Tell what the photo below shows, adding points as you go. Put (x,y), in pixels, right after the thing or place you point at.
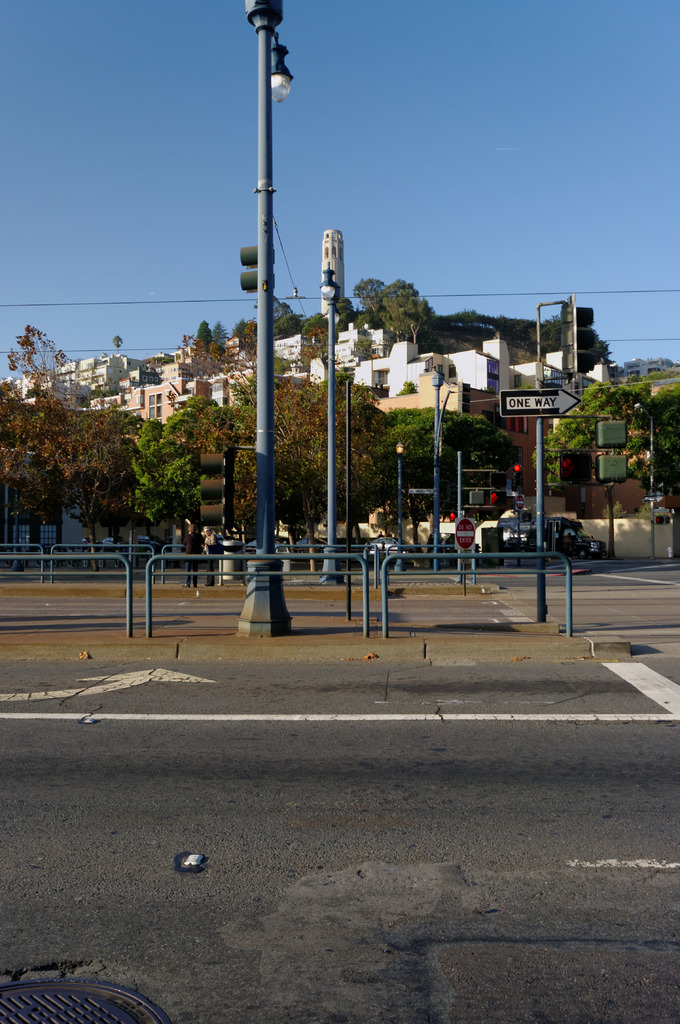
In this picture there are poles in the foreground (409,554) and there are lights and there is a board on the poles (331,479). There are people (218,547) standing on the footpath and there are vehicles (599,552) on the road (512,561). At the back (391,407) there are buildings (631,369), trees (77,464). At the top (531,223) there is sky (456,232). At the bottom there is a manhole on the road (455,783).
